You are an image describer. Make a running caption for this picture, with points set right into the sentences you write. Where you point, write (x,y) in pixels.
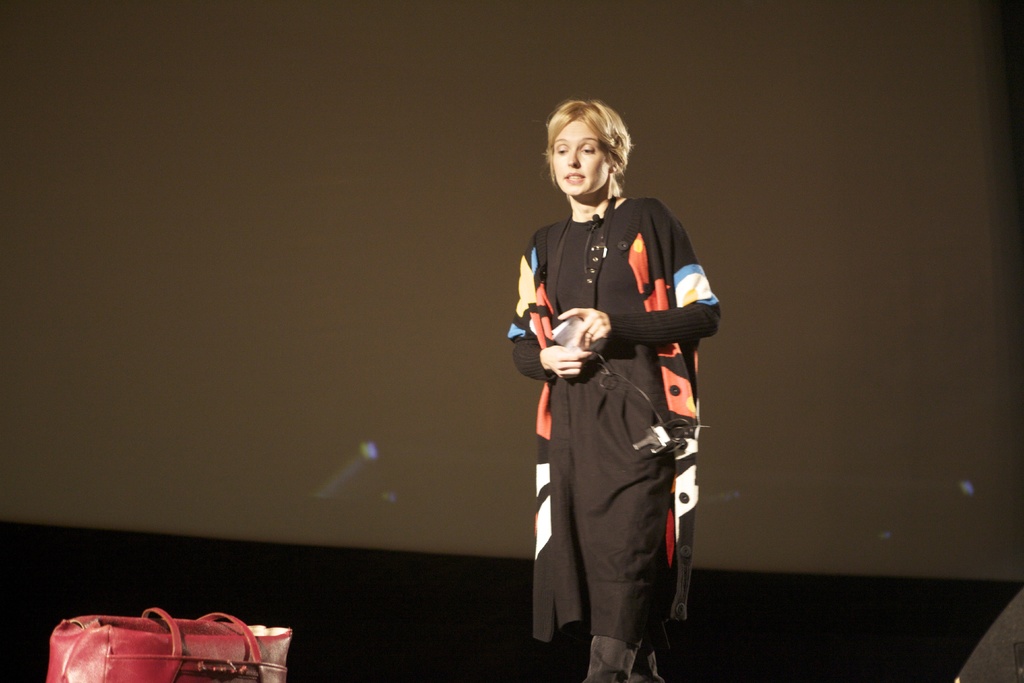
In this picture we can see woman (592,376) holding paper (560,336) in her hands (585,310) and walking towards the red color bag (231,637) and in background (207,522) we can see wall (250,385).
